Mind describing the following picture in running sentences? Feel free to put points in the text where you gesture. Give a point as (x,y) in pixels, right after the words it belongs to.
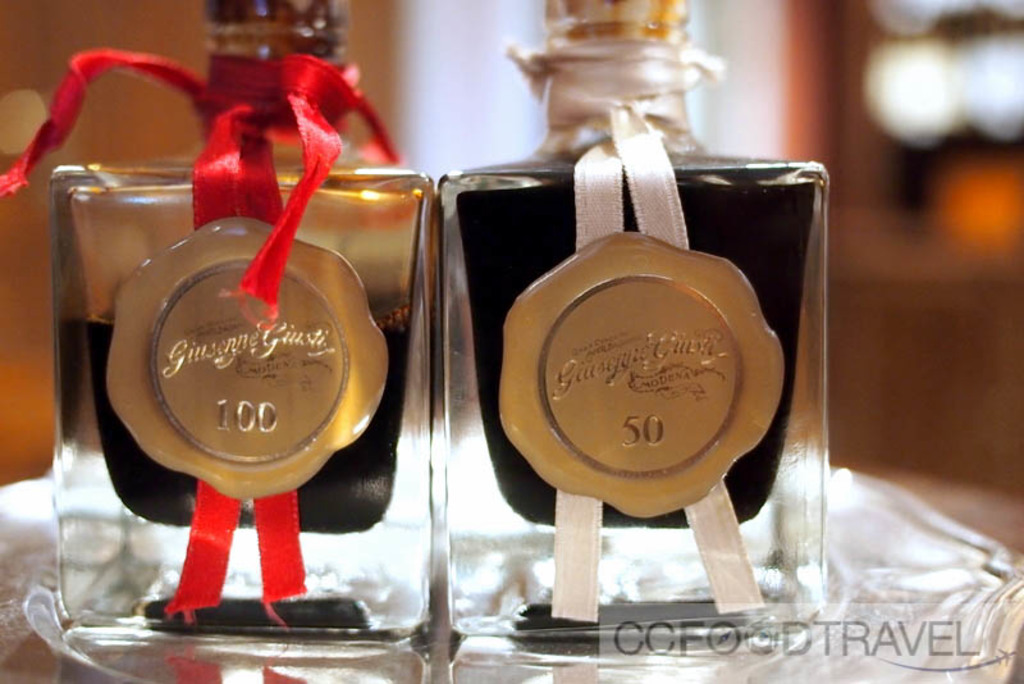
In this image there are stickers (380,341) attached to the bottles (365,216) with the ribbons (257,79) which are placed on the table (112,683). Background of the image (715,10) is blur. There is some text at the bottom of the image (683,630).
